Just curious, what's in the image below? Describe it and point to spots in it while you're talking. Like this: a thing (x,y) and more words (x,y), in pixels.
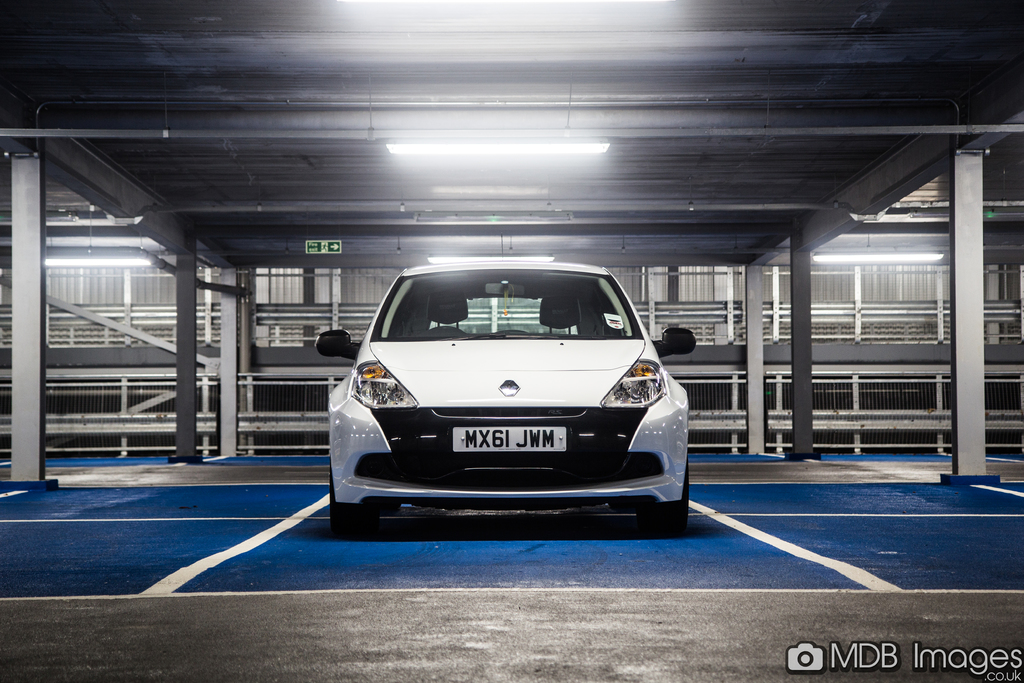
In the picture we can see a car (460,473) parked on the blue surface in the parking area (719,630) and the car (454,456) is white in color and in the background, we can see some pillars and to the ceiling (359,230) we can see a light board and exit (329,248).
